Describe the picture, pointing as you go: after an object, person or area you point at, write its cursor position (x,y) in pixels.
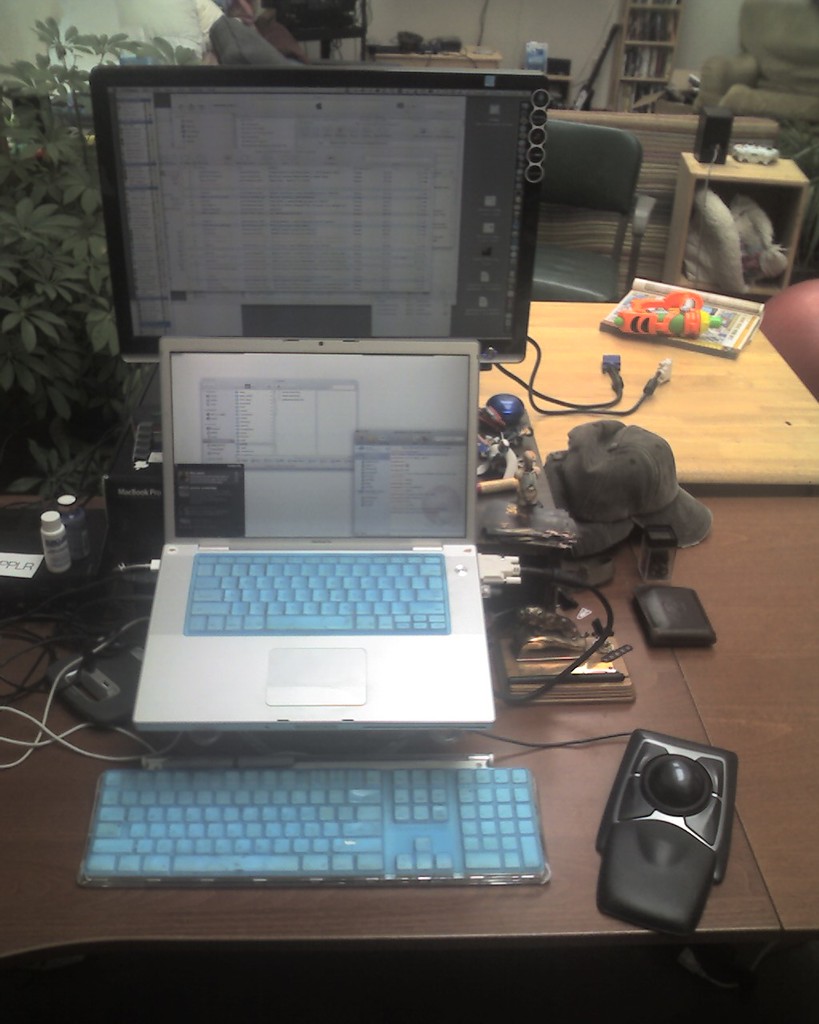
In this picture we can see on table (601,721) we have monitor (296,149), laptop (214,486), bottles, wires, cap (575,430), purse (668,593), toy (640,316), book (615,310) and in background (588,136) we can see trees (36,135), chairs (619,140), rack (630,25), sofa (619,117), speaker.
